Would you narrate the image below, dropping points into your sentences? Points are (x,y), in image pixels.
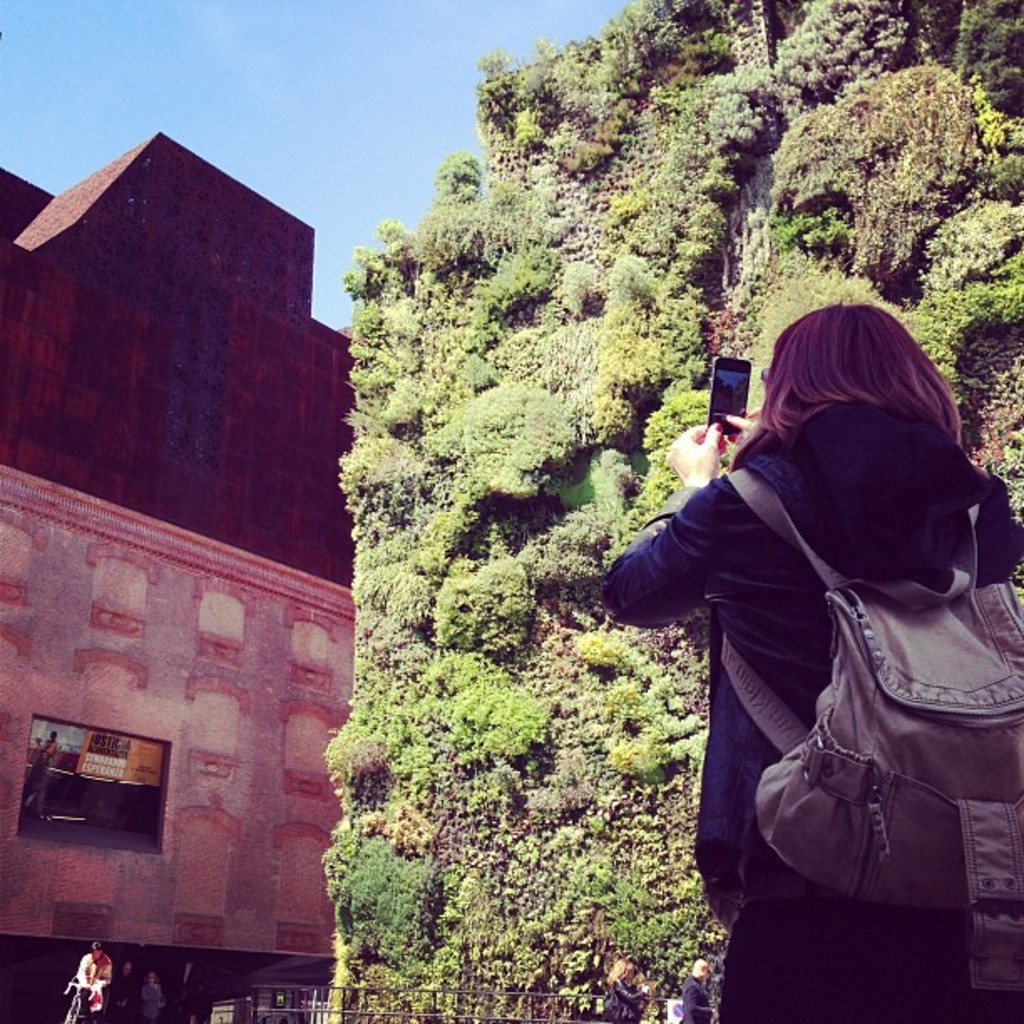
In this picture we can see a person (828,400) carrying a bag (925,723) and holding a mobile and in front of this person (720,575) we can see a building (349,673), plants (605,440), fence (314,997), some people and in the background (263,27) we can see the sky (280,77).
